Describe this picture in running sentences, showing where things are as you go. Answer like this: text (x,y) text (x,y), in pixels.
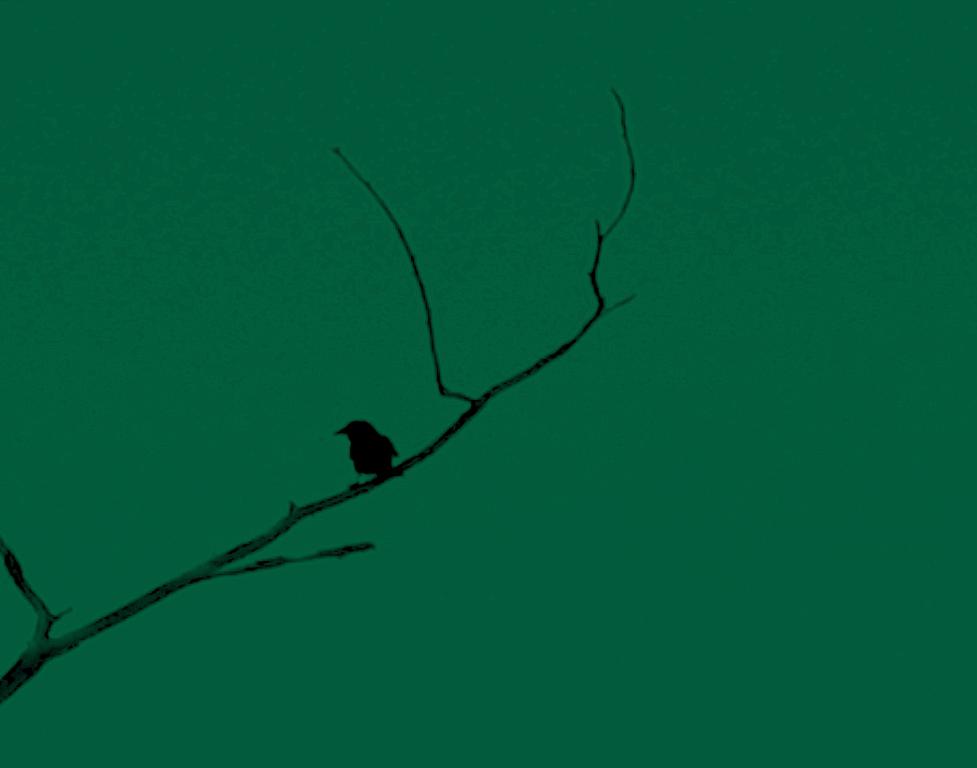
In this image we can see a bird (368,453) on the branch (515,380) of a tree (601,307). In the background (715,84), we can see the sky (760,98).
